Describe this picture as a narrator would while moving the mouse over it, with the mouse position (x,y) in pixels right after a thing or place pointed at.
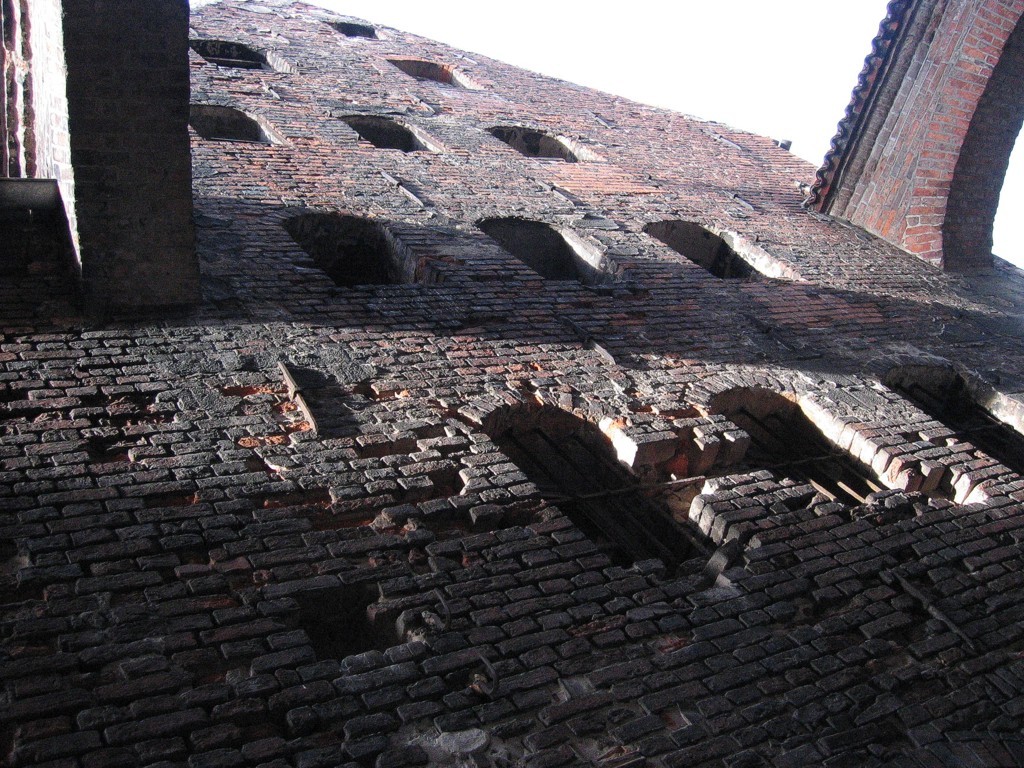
In this picture I can see there is a building (748,438) and there is an arch (879,176) here and there are some windows (588,474) and the sky (731,85) is clear.
